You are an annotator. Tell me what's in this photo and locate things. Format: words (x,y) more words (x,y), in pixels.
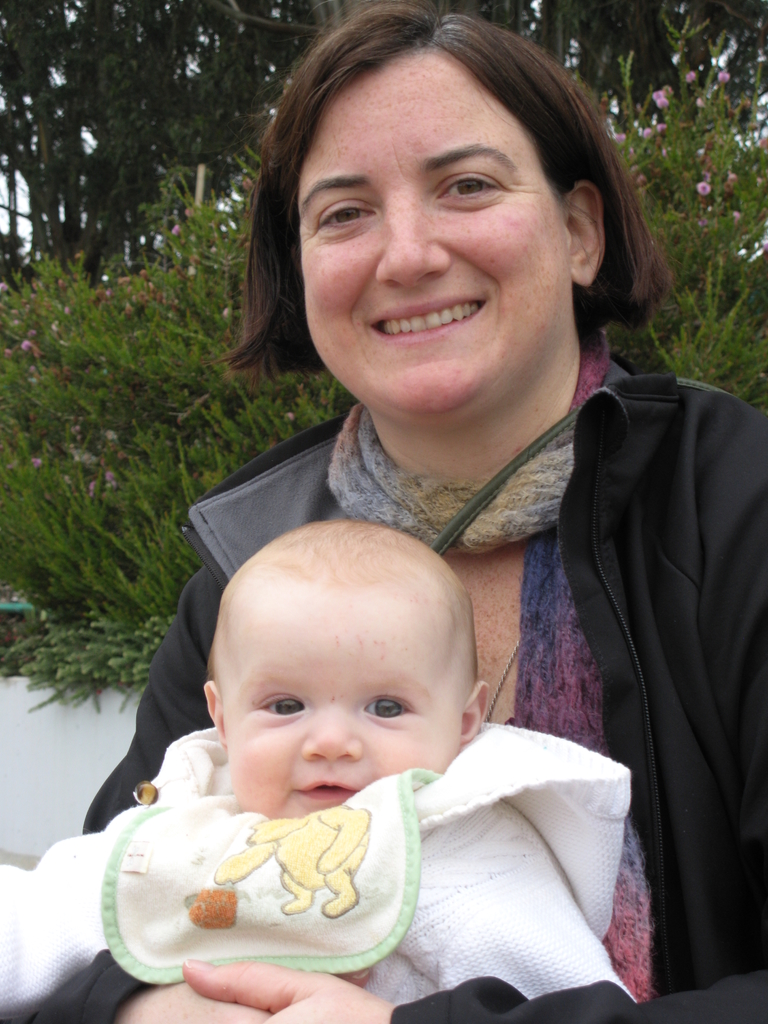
In this image, we can see a woman (534,504) is holding a baby (369,933). They are seeing and smiling. Background (75,792) we can see plants (165,385), trees (85,36) and white wall (71,756).
